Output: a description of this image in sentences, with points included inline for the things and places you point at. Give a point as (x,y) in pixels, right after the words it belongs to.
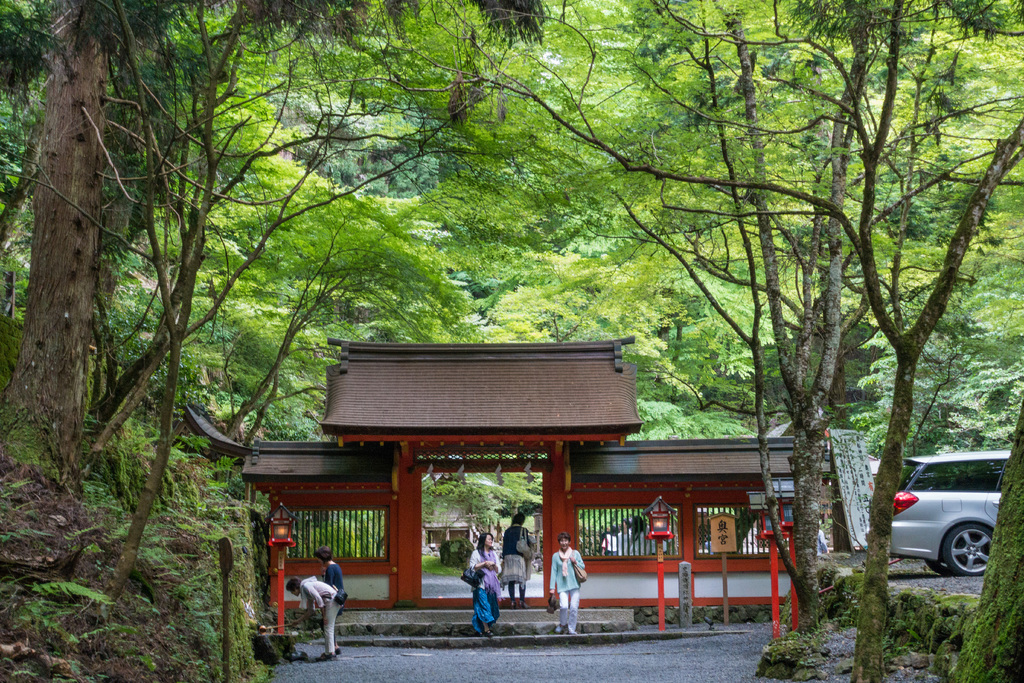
In front of the image there are a few people (301,588) walking, behind them there is an arch (419,558) and there are lamp posts (281,564) and sign boards (685,573), around the arch (403,534) there are trees (503,316) and there is a car (898,510) and a name board (853,497).
